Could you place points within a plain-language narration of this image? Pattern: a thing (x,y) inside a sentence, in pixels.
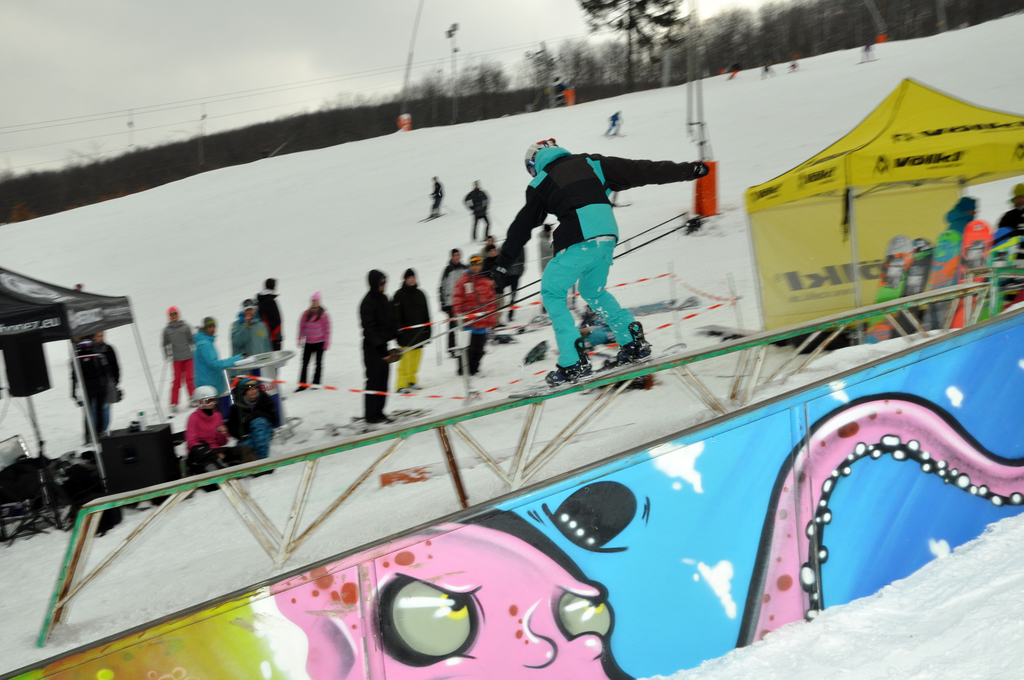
In this image we can see the persons (108,384) standing on the snow (439,382) and the other person (566,360) skating on the object (818,331). And at the side, we can see the wall (871,422) with painting (892,366). There are tents (899,212), under the tents (929,231) we can see the boxes (153,462), snowboards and a few objects (79,476). At the back (748,41) we can see the trees (564,67), poles (692,33) and the sky (212,58).
